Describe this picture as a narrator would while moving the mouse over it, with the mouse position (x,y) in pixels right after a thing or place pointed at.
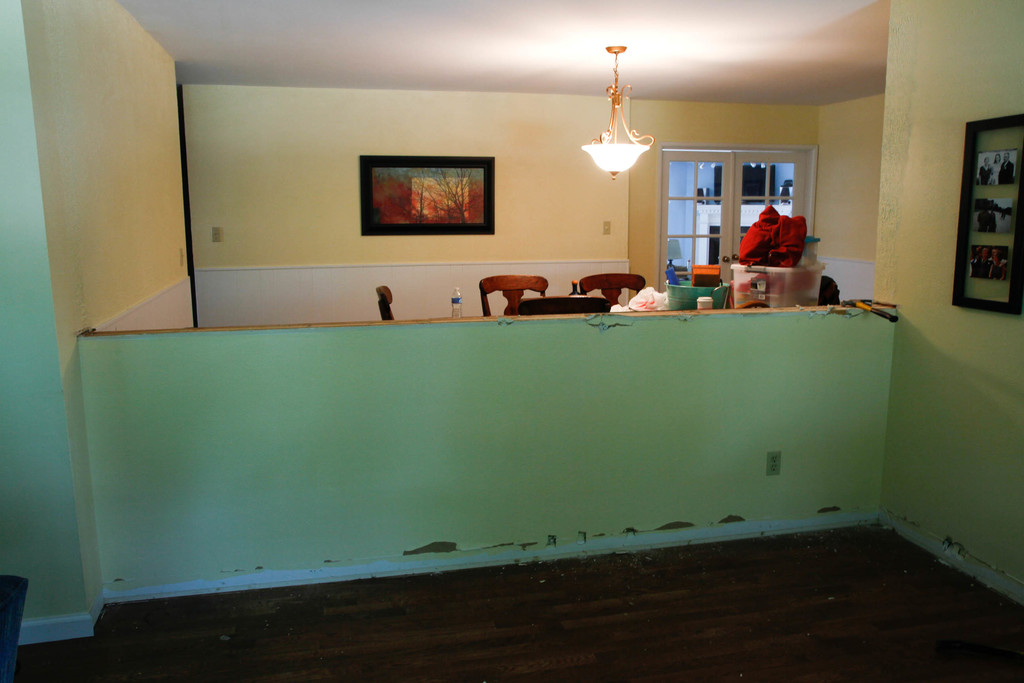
Completely an indoor picture. A light (616,176) is attached with the roof (604,72). A photo (470,178) with photo frame (427,177). Wall (443,134) is in yellow color. Some chairs (596,287) are backside of this wall (616,331). A bottle (460,304). Floor (819,582) is in brown color. Door (736,219) with glass (707,181). Clothes (766,247) in container (767,286).
